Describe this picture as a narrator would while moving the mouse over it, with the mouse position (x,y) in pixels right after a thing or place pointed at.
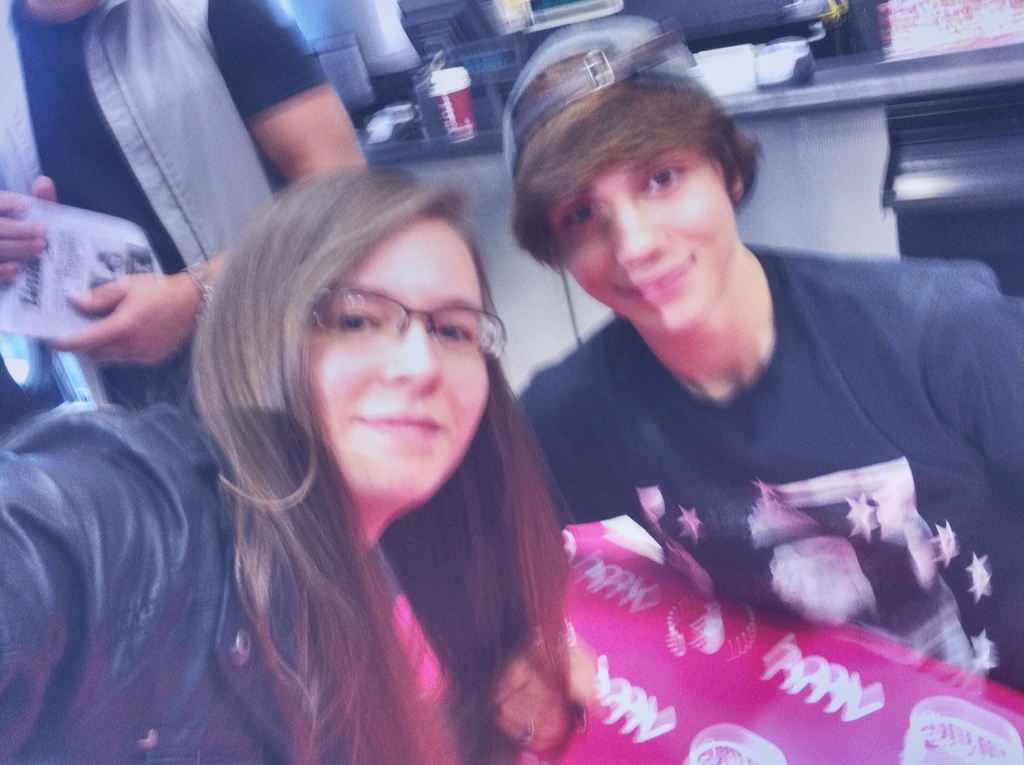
In this image there are two persons (342,380) smiling, and in the background (127,198) there is another person (79,204) standing, and there are some items (456,124) on the cabinet (990,105).
